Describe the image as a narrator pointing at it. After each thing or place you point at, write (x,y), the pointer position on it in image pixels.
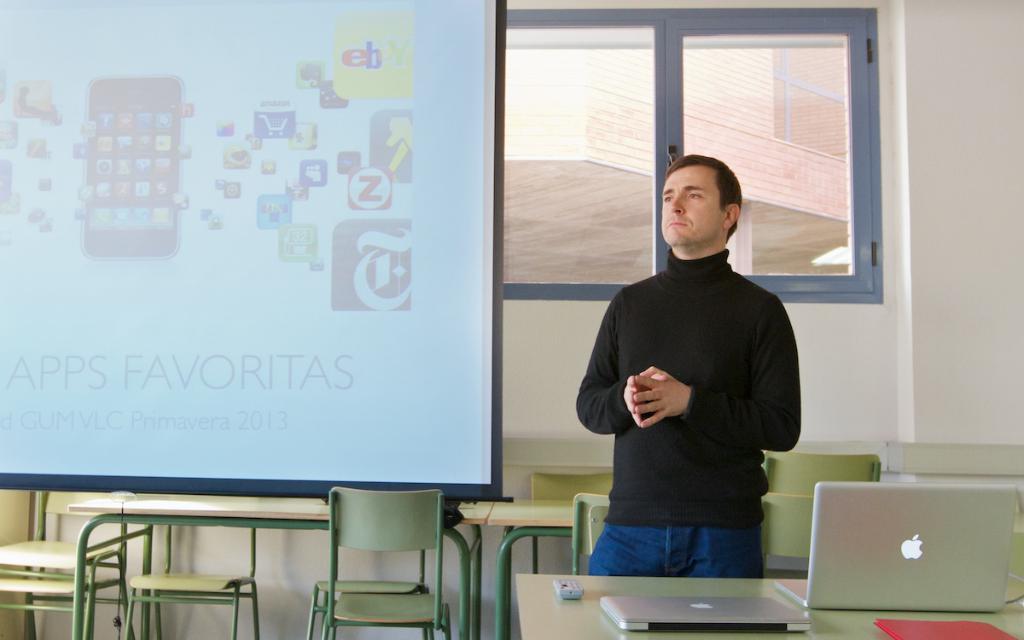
In this picture there is a man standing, he has a laptop (843,562) in front of him and in the background (41,148) there is a projector screen (262,281).
